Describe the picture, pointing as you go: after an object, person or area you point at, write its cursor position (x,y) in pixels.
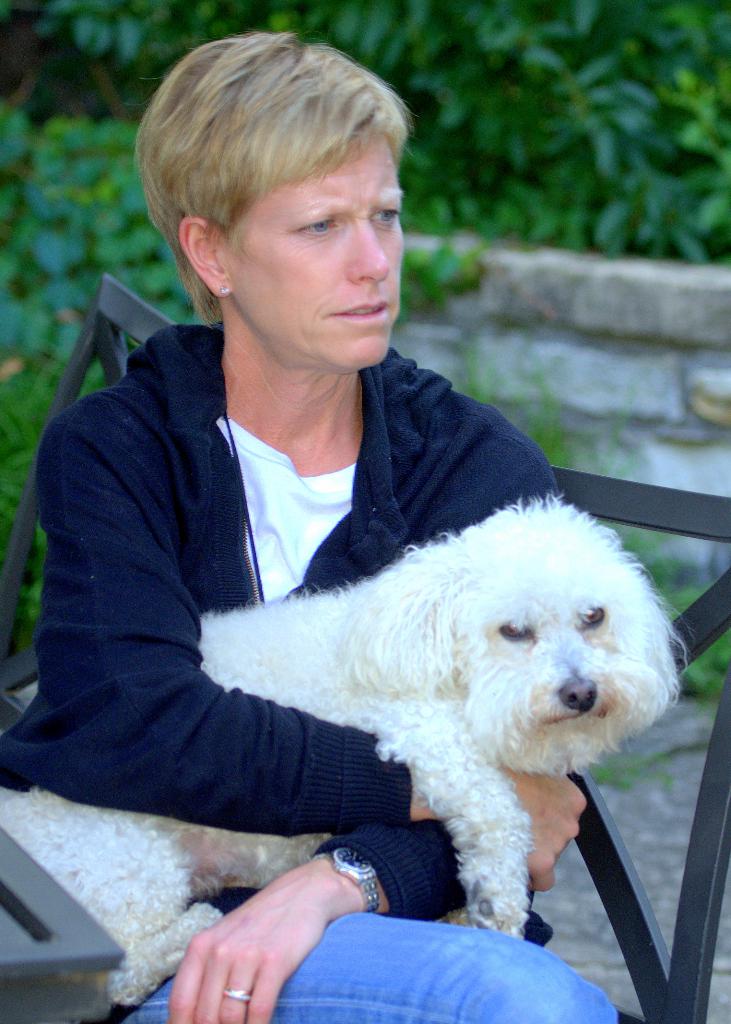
In the center of the image (413,472) we can see a person (404,781) is sitting and she is holding a dog (469,675). At the bottom left side of the image (72,961), there is an object (66,955). In the background (358,31) there is a wall (618,362) and trees (104,155).
